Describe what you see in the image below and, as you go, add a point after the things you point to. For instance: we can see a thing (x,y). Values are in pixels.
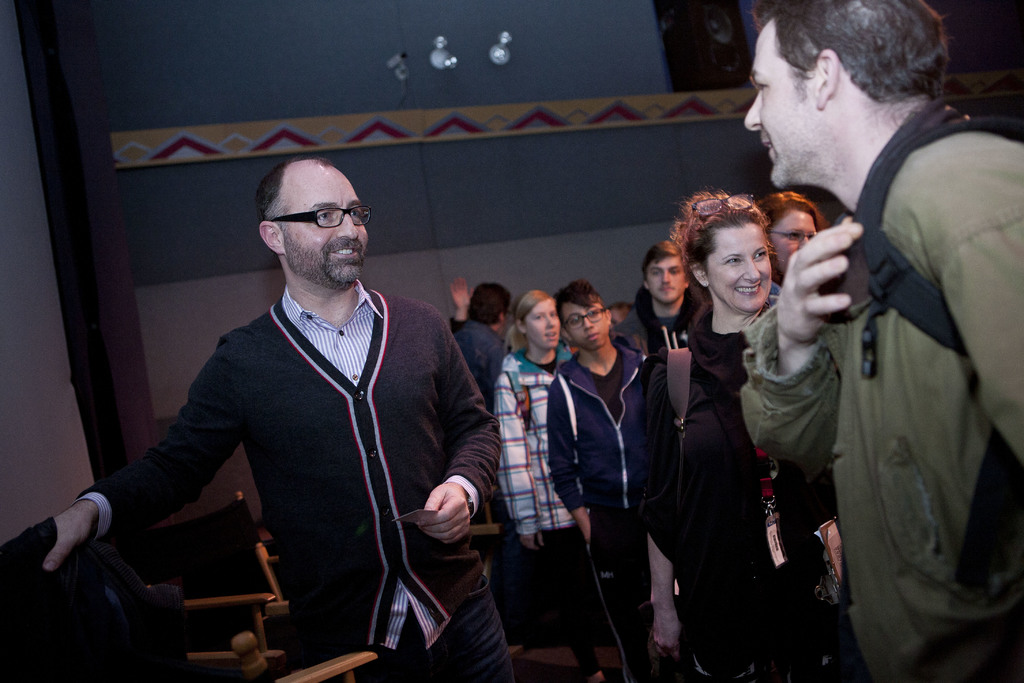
In the middle (353,366), we see a man (356,369) is standing. He is wearing the spectacles (335,222) and he is smiling. He is holding a card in his hands (455,495). Beside him, we see the chairs (210,596). On the right side (731,320), we see the people (786,380) are standing. The man (883,420) and the woman (742,369) in front of the picture are smiling. In the background (554,202), we see a wall (185,236). At the top (566,113), we see the lights (493,51) and we see a speaker box (723,45) is placed on the yellow color shelf like thing (429,124).
